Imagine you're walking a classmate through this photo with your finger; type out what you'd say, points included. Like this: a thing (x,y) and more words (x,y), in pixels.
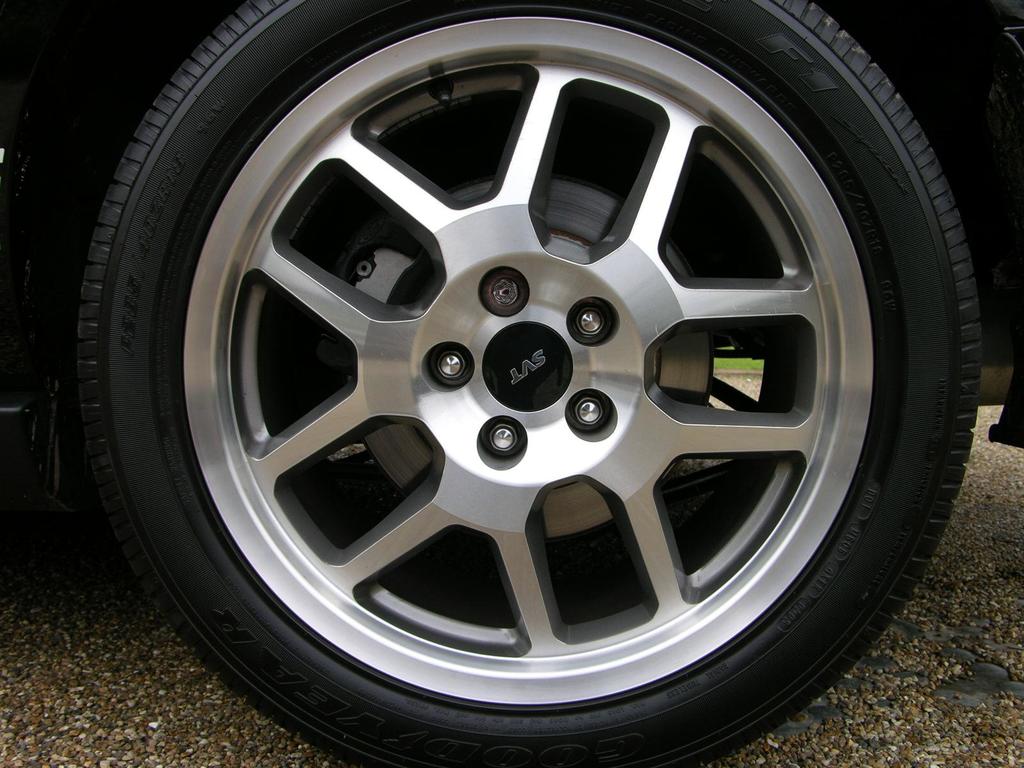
In this image in the front (561,251) there is a tyre (643,361). In the background (762,377) there is grass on the ground (741,377).
